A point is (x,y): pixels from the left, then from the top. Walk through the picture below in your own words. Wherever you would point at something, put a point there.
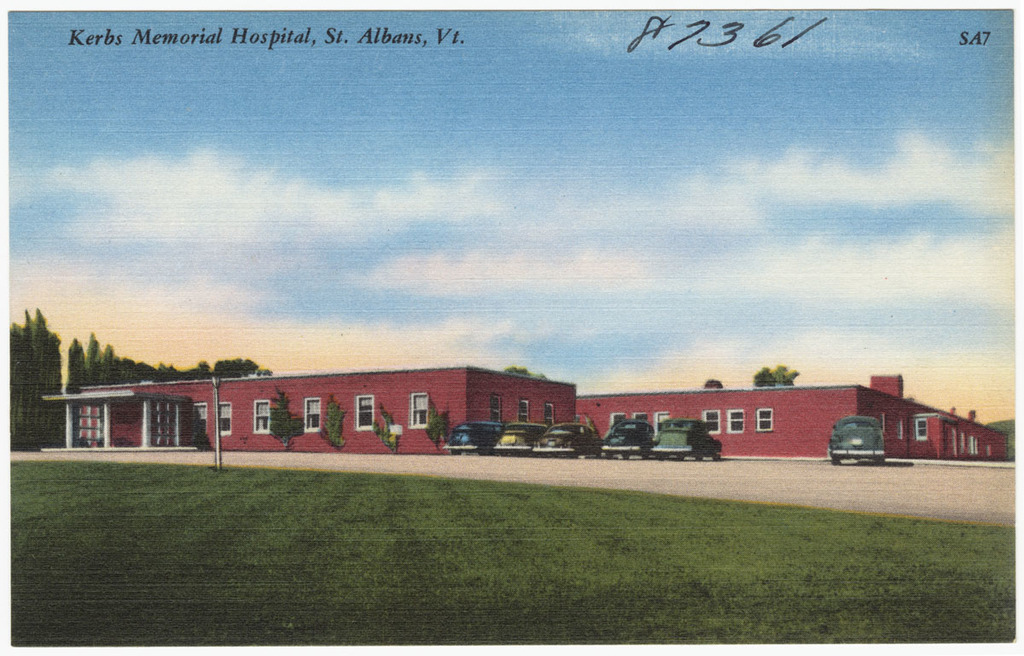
There is a grassy land (408,551) at the bottom of this image (541,558). We can see cars (836,429), buildings (355,410) and trees (92,379) in the middle of this image (405,390) and the cloudy sky (416,229) is at the top of this image (399,216).
